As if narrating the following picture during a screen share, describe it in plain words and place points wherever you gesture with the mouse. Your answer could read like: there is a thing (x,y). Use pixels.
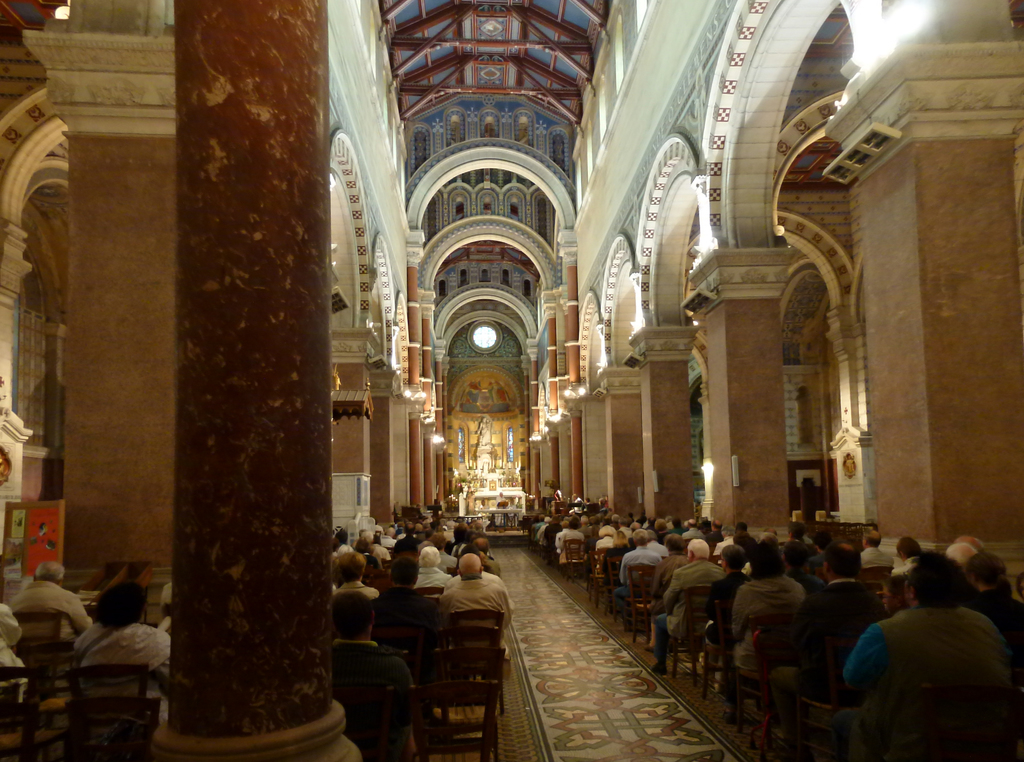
The image is taken in the hall (774,459). In the center of the image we can see people (632,524) sitting and there are lights (394,365). At the top (476,18) there is a roof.
